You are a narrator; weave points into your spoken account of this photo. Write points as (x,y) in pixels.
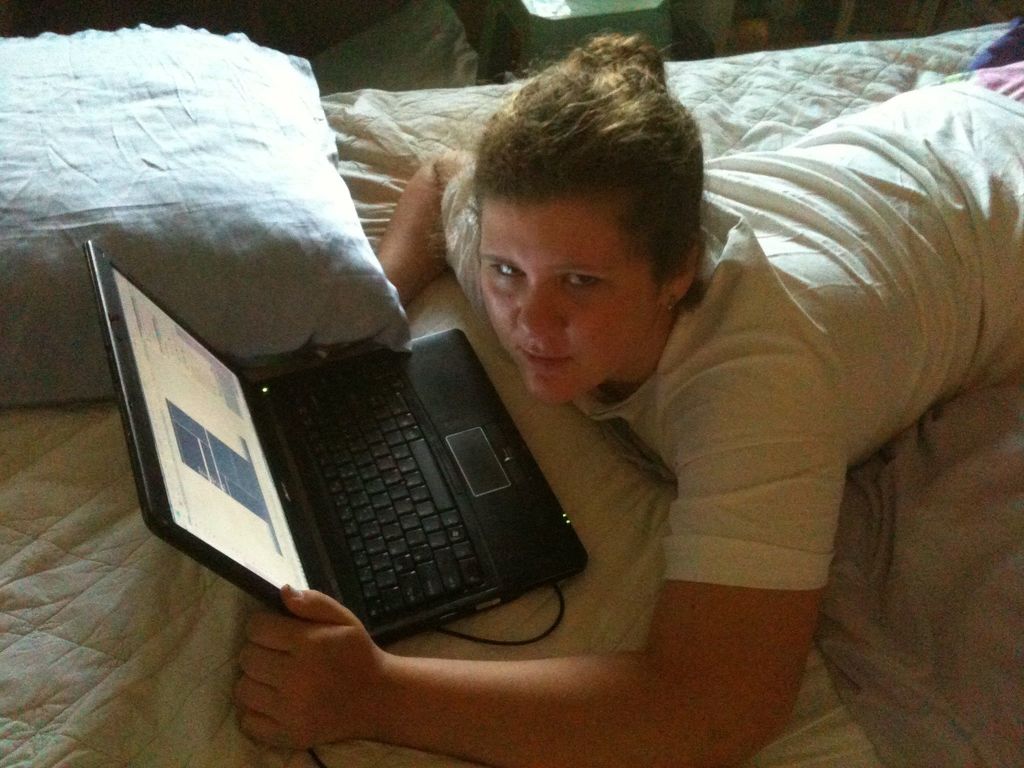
In this image there is one person (651,209) who is laying on bed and she is holding a laptop (286,487). On the bed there is a pillow (269,163), and in the background (404,48) there are some objects (715,9).
